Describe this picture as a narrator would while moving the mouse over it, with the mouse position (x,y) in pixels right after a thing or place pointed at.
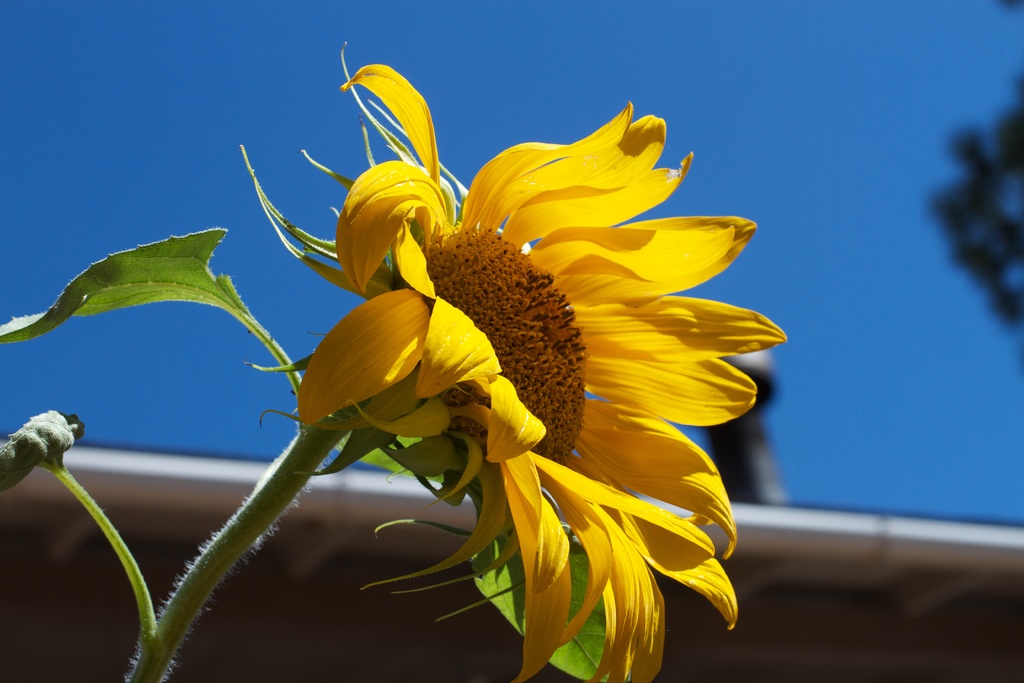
In the center of the image (509,389) we can see a sunflower (624,365). At the bottom (895,625) we can see a roof (950,599).
